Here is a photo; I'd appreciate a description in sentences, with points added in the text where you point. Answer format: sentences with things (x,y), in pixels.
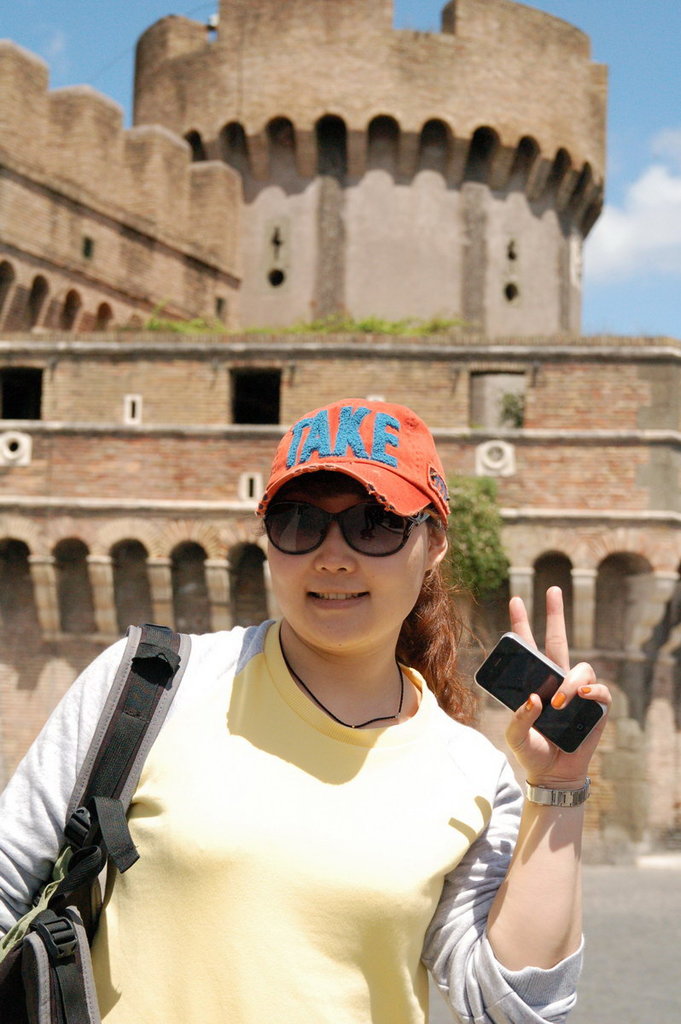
This picture is of outside. In the center (300,614) there is a Woman (288,854) wearing yellow color t-shirt (386,775), a backpack (131,784) and a hat (412,496), holding a mobile phone (535,664) and standing. In the background (561,390) we can see a Castle (335,240), sky (647,84), ground (647,912) and some clouds (658,229) in the sky (643,263).
